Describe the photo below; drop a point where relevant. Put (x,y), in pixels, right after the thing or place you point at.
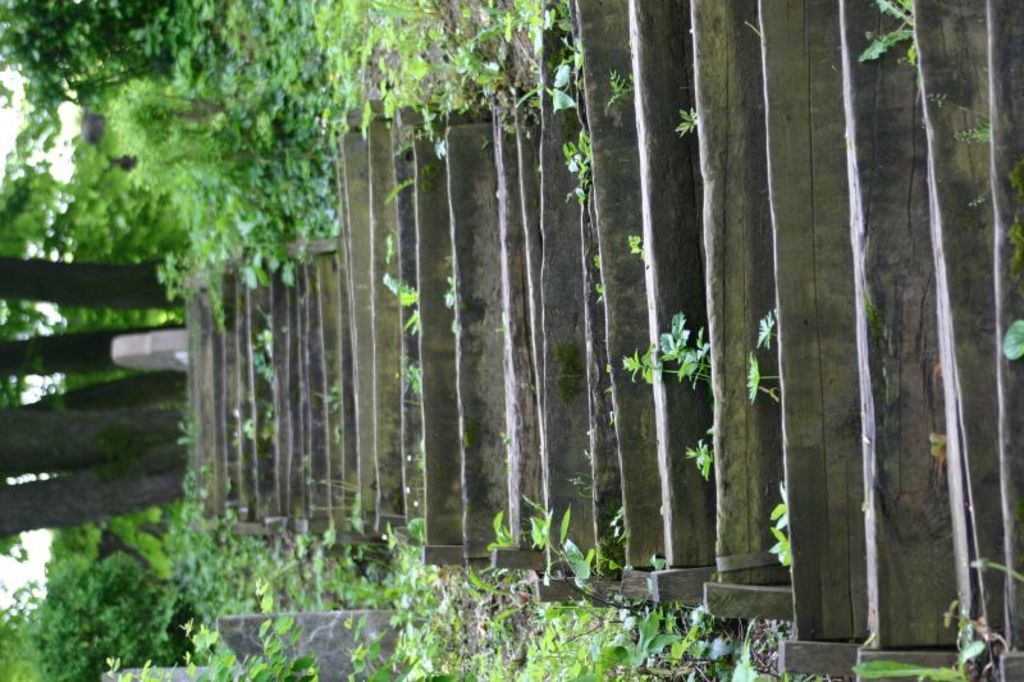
This is a rotated image. We can see stairs (340,303) in the middle of this image (480,281) and trees (101,315) are present on the left side of this image (141,275). We can see plants (452,630) at the bottom of this image (424,635) and is at the top of this image (298,79) as well.
